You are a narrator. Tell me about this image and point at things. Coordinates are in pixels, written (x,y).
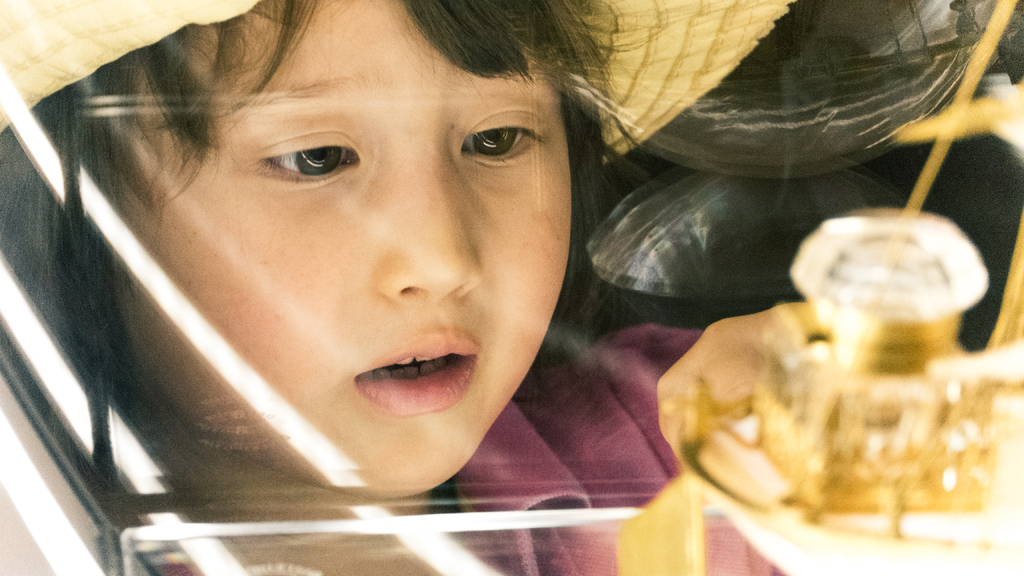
In this picture we can see a girl (153,57) wore a hat (109,57) and in front of her we can see a glass object (877,395).
